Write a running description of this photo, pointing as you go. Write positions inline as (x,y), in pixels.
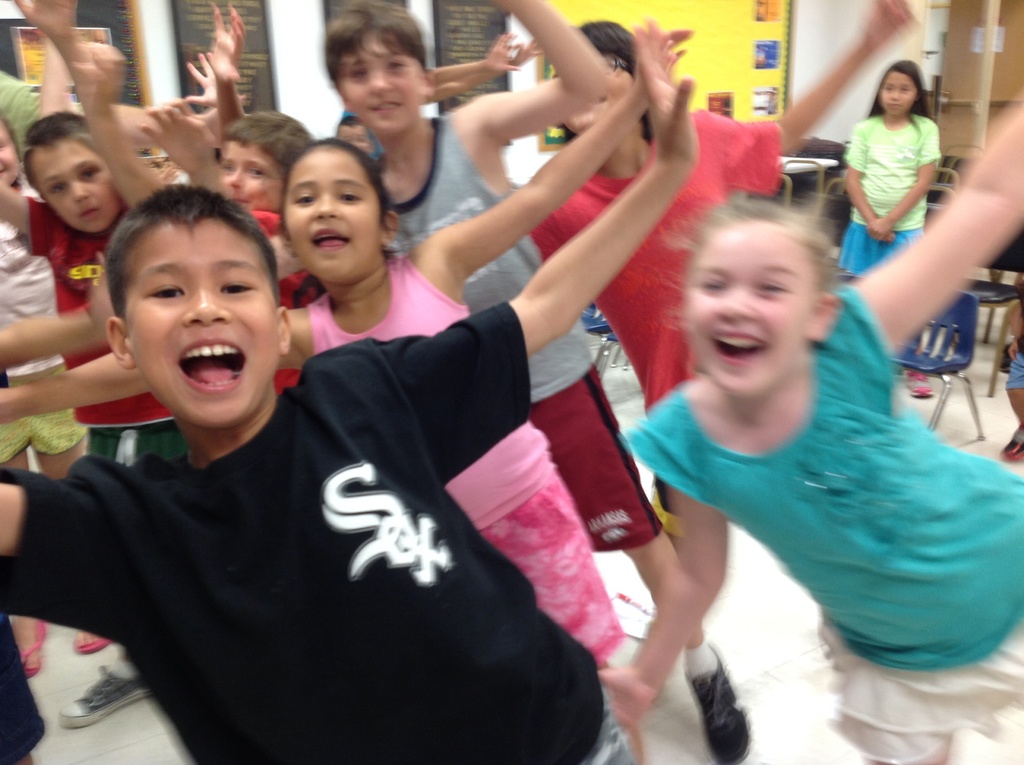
In the image there are group of kids (617,494) dancing. On right side (890,156) to there is a girl (895,170) who is standing we can also see some chairs (833,185) and tables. In background (531,38) there are some charts (768,93), wall (816,50) which is in white color and hoarding (255,42).
